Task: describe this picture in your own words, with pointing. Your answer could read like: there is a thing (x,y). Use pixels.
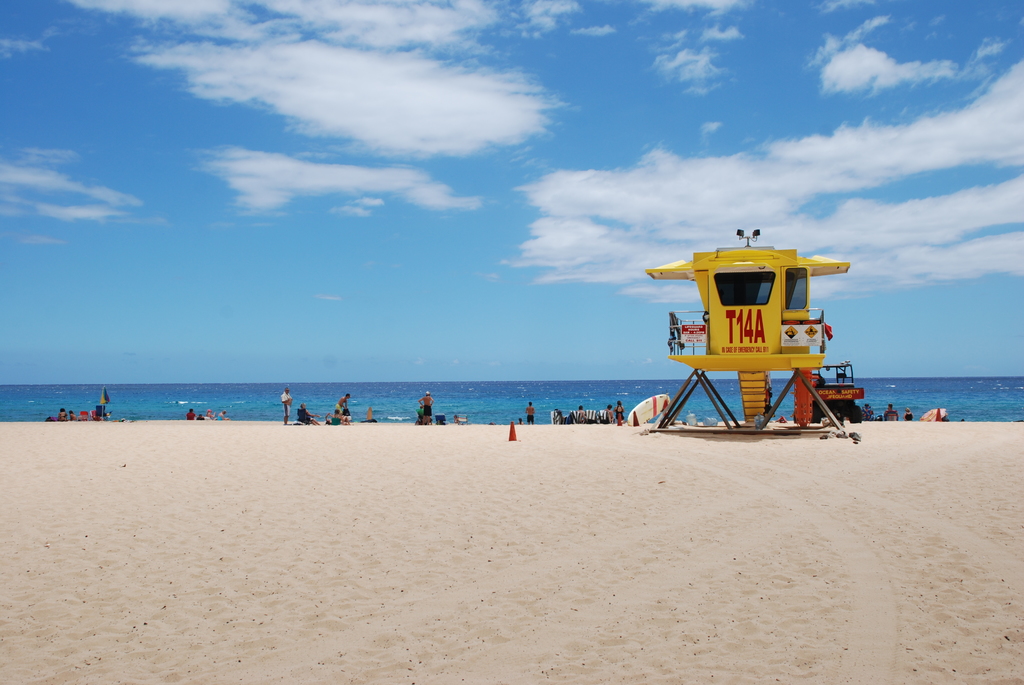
In this image I can see the sand (505,555), few persons (288,411) standing and few persons (345,422) sitting, a yellow colored house (707,368), the railing (700,332) and the water (458,383). I can see the surfboard (661,411) and in the background (534,244) I can see the sky (503,198).
